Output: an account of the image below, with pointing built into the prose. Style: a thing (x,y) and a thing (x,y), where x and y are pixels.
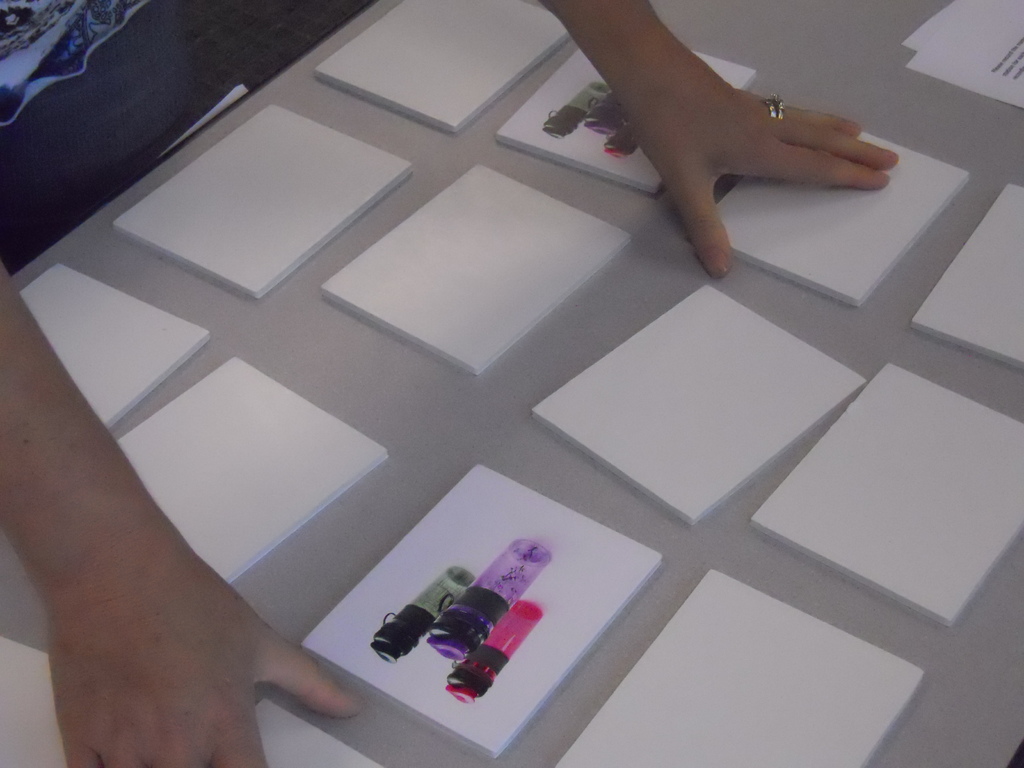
In the image we can see there is a person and there are paper cardboards (652,459) kept on the table (121,432). There is a picture (472,625) of 3 bottles (478,615) on the 2 paper cardboards (619,140).
